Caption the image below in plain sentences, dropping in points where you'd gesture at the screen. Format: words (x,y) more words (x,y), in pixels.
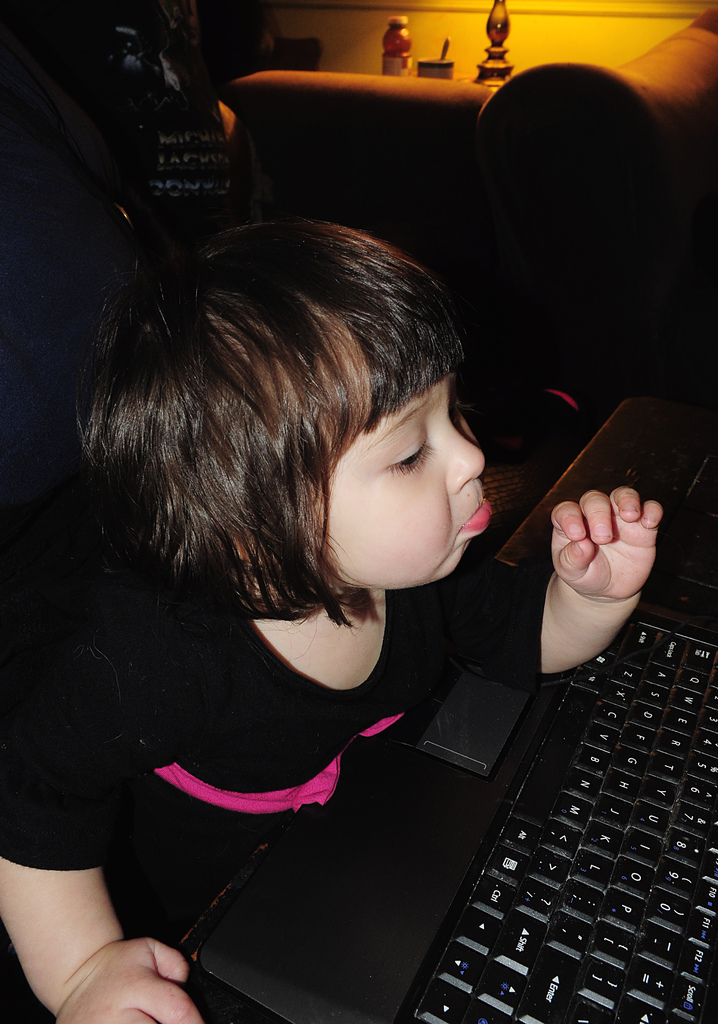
In the given image i can see a girl (359,463), key board (706,805) and behind her i can see some objects (497,71).
